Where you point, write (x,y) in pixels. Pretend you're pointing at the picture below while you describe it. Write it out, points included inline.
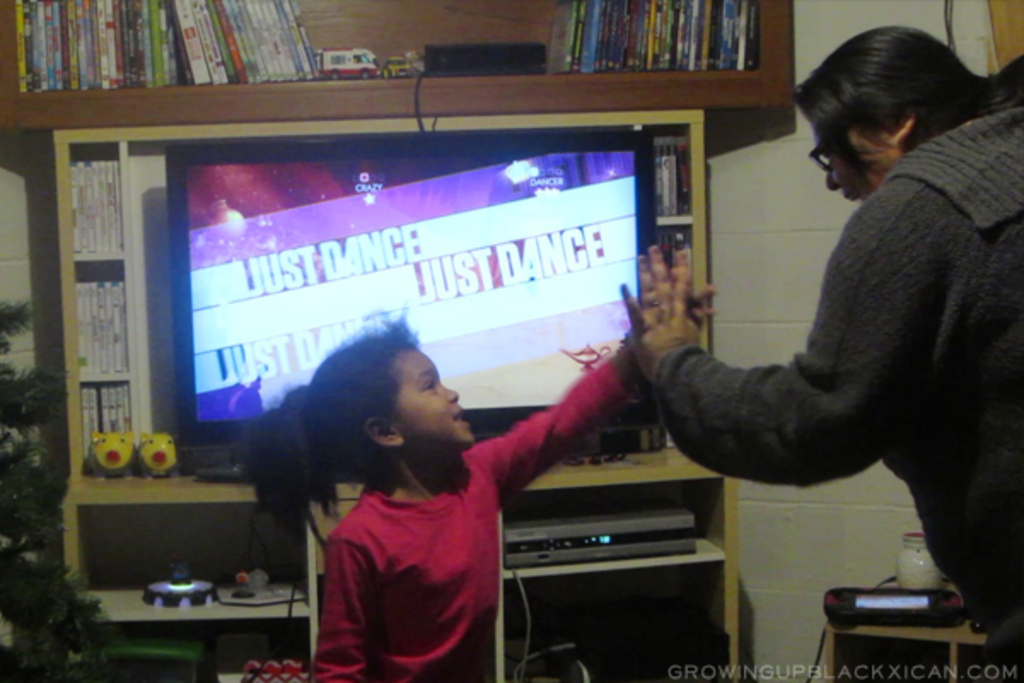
There are two persons (392,631) and we can see television (456,329), books (171,1) and some objects (100,453) in racks (541,485). We can see some objects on table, left side of the image we can see plant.
